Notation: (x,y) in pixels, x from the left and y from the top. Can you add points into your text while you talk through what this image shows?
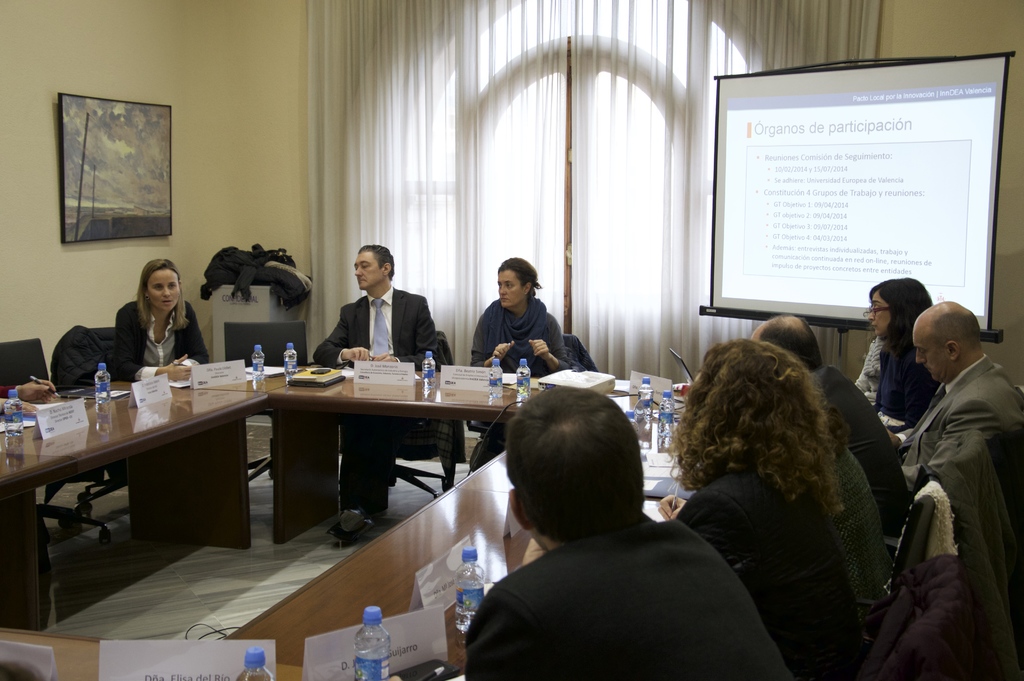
There are some persons (746,407) sitting on the chairs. This is table (432,558). On the table (383,573) there are bottles (472,599), and a book (592,388). In the background (292,160) there is a wall (284,113) and this is curtain (547,143). Here we can see a screen (780,223) and there is a frame (129,175).
